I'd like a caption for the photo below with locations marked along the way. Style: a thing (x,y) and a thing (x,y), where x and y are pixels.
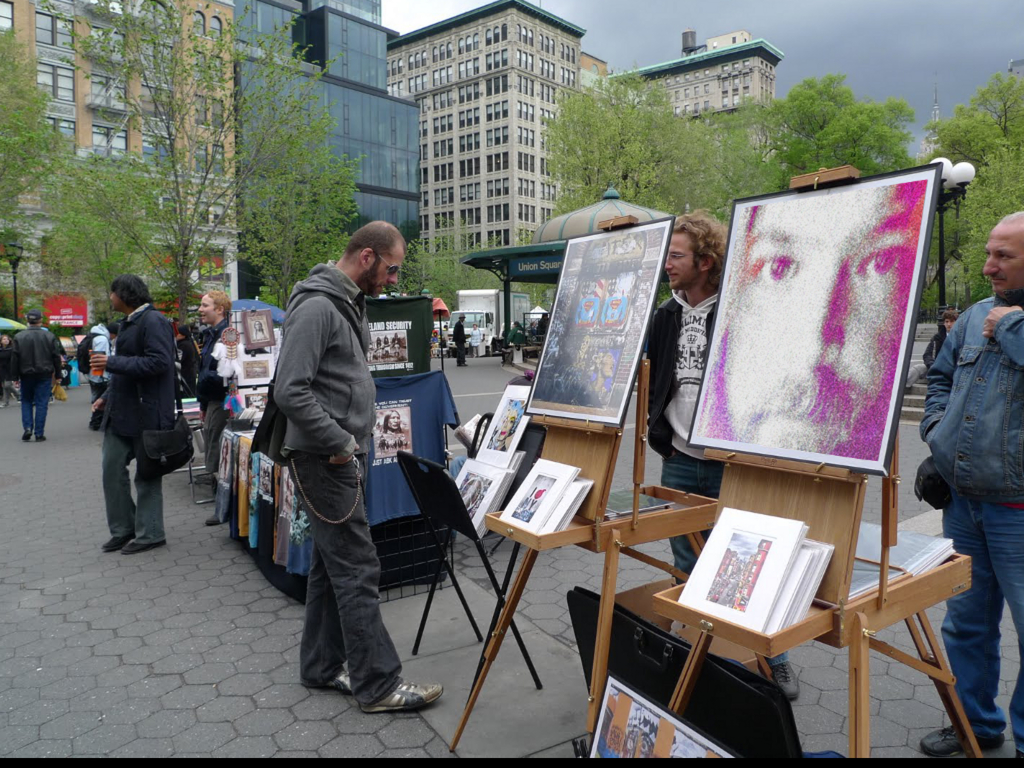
In this picture I can see number of people (32,363) on the path (216,752) in front and I can see the paintings (581,403) and I can see few clothes (382,414) on the left side of this image (270,484). In the middle of this picture (430,269) I can see number of trees (607,89) and a vehicle (478,312) on the path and on the right side of this picture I can see the steps (908,414) and a light pole (942,172). In the background (877,33) I can see the buildings (558,91) and the sky (670,26).
